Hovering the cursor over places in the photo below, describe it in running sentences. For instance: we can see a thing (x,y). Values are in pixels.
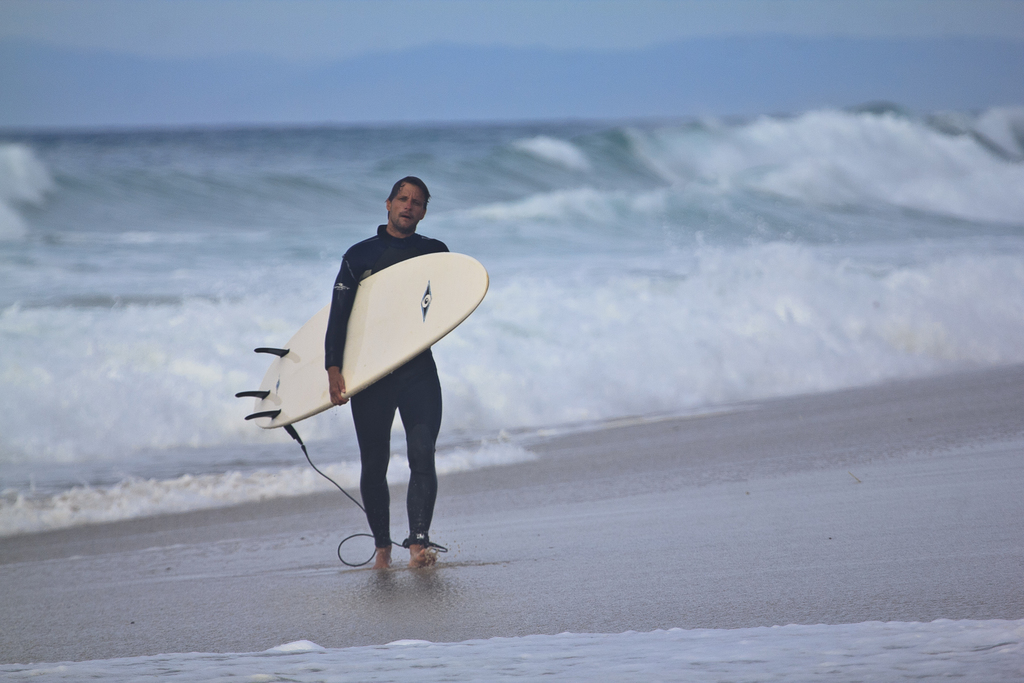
Front this person (384,495) is walking and holding a surfboard (415,307). Backside of this person (428,438) there is a sea (501,275) and we can able to see waves (647,303).
